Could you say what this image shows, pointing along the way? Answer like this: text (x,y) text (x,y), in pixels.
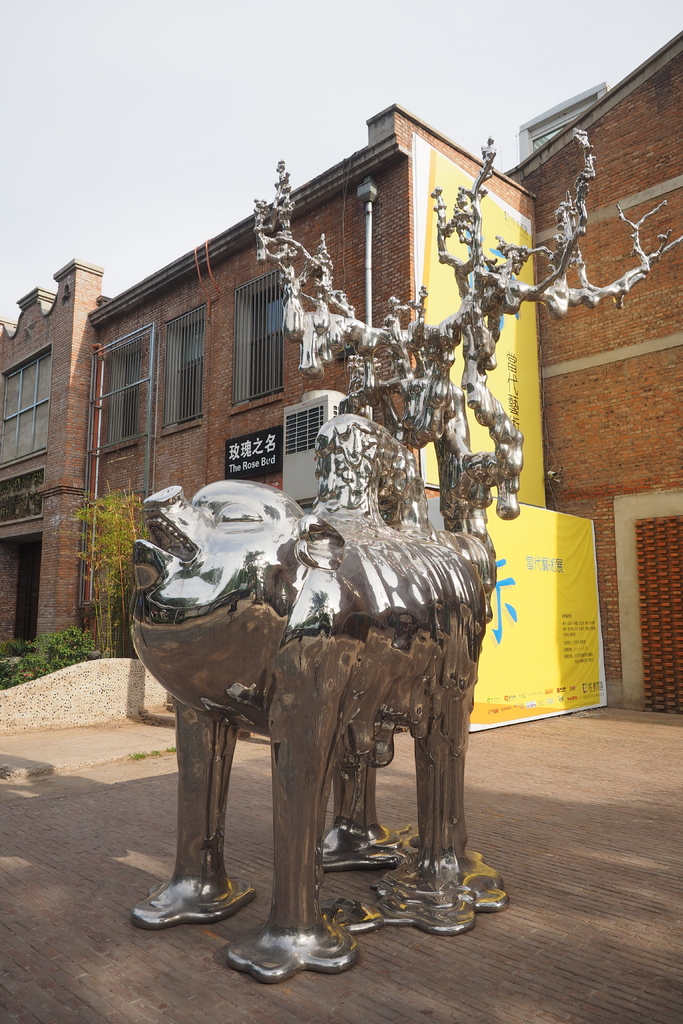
In this picture in the front (317,574) there is a statue (336,547) of the animal (336,547) which is shining. In the background (209,395) there is a building (245,357) with red in colour and the banners (521,417) are yellow colour. On the top (209,113) we can see sky (271,93). In the front of the building (42,620) there are some plants (61,652).
